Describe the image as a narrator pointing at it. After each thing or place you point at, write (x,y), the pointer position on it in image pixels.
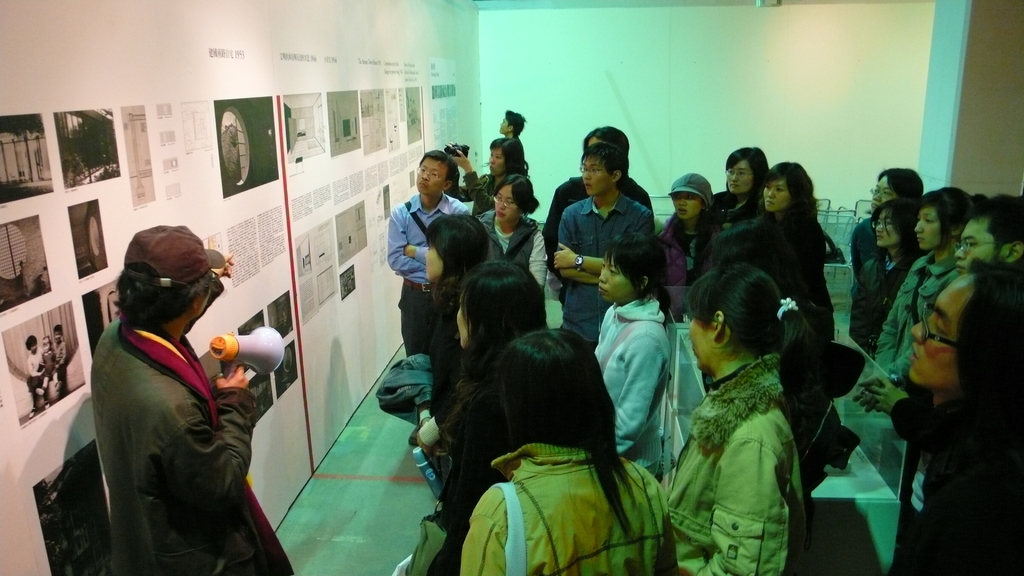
In this picture there are group of people (468,270) standing and there is a woman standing and holding the camera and there is a man (142,569) standing and holding the object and there are posters (355,251) on the wall (4,458) and there is text (256,248) and there are pictures (78,340) of people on the posters (76,254). At the bottom (354,487) there is a floor (367,519). At the back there might be chairs (850,220).
